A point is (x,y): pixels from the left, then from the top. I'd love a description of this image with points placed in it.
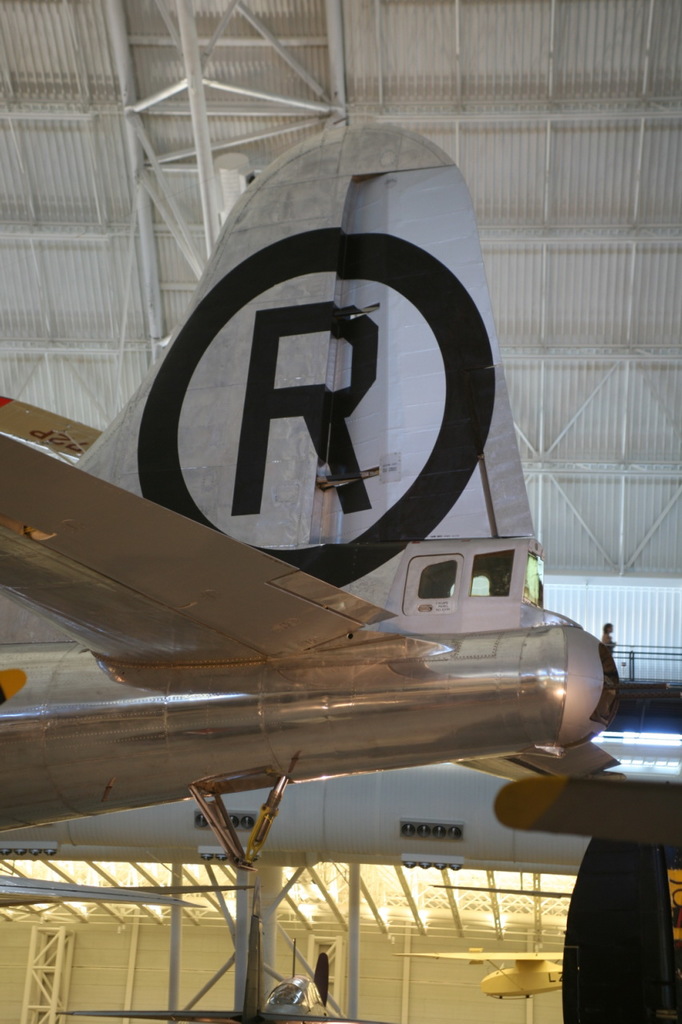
In this image I can see there is an aeroplane (288,679). At the top (511,168) there is an iron shed (396,99) in white color.
